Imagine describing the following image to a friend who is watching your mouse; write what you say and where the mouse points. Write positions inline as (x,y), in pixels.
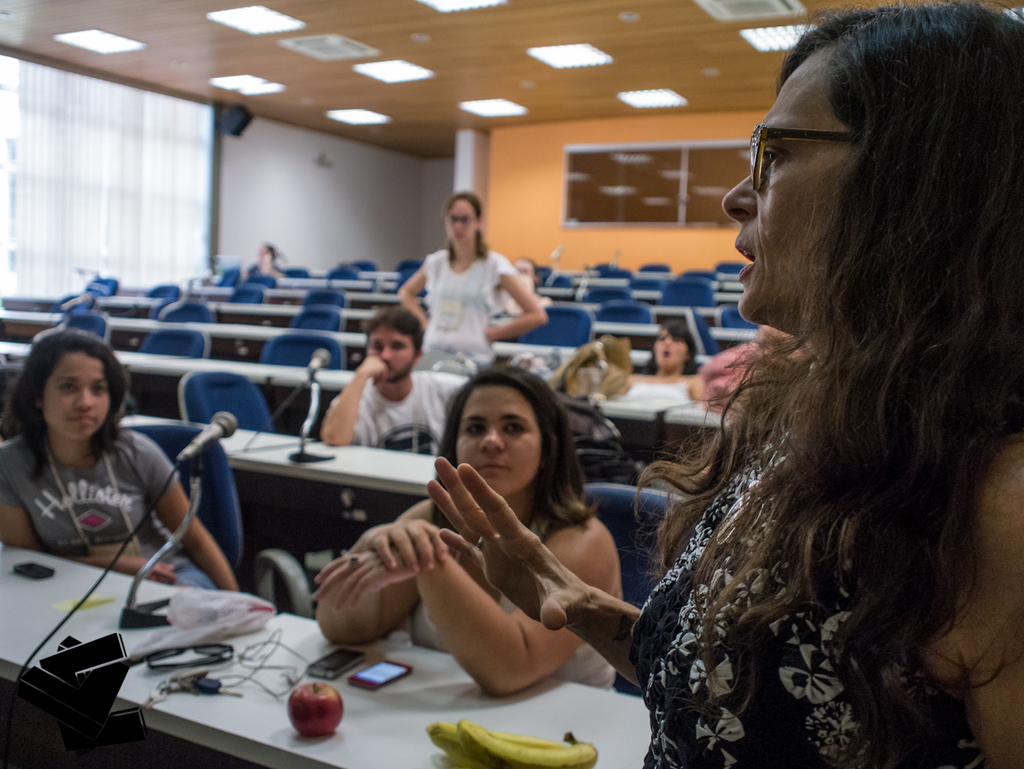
In the image we can see there is a woman (826,392) who is standing and there are other people (68,466) who are sitting on chairs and on table (296,746) there is banana (489,746), apple (330,695), mobile phones (349,664), mic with a stand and cover (268,602) and on top (446,1) there are tube lights (364,119).
